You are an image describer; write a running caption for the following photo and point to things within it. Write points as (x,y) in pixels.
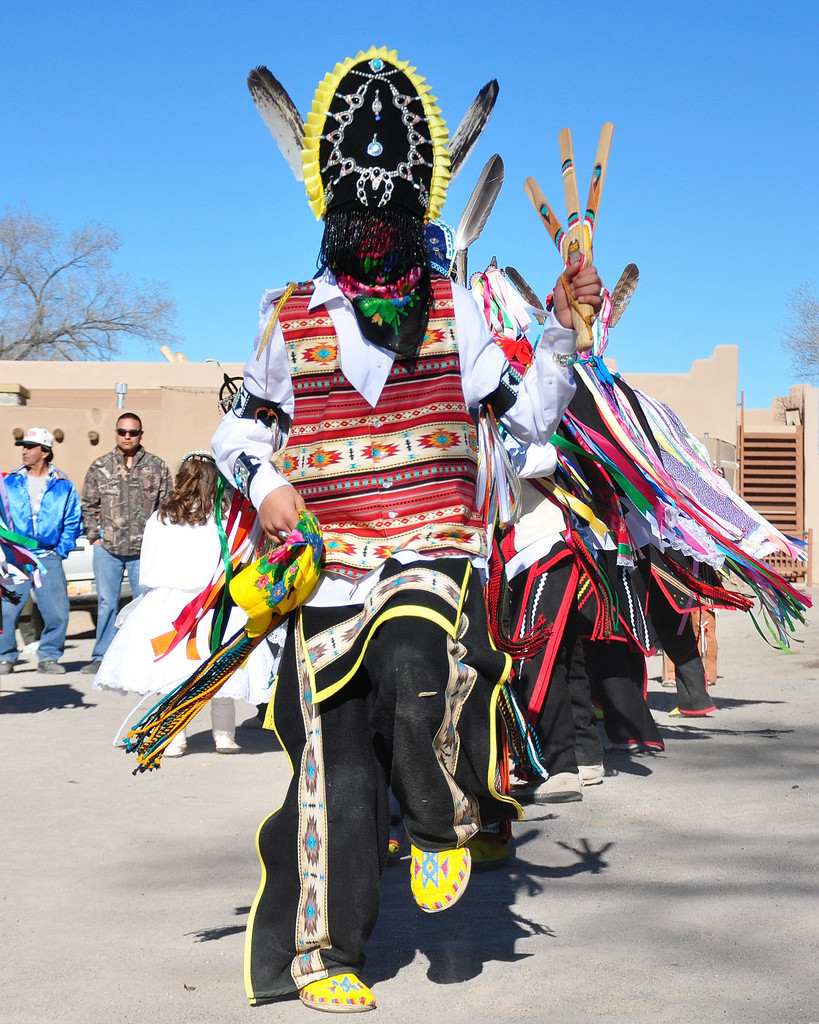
In the center of the image (401,539) we can see people (608,542) standing. They are wearing costumes (542,490). On the left (93,265) there is a tree (69,258). In the background (162,381) we can see building (705,381). We can also see people (92,509) standing. At the top (107,112) there is sky (121,108).
